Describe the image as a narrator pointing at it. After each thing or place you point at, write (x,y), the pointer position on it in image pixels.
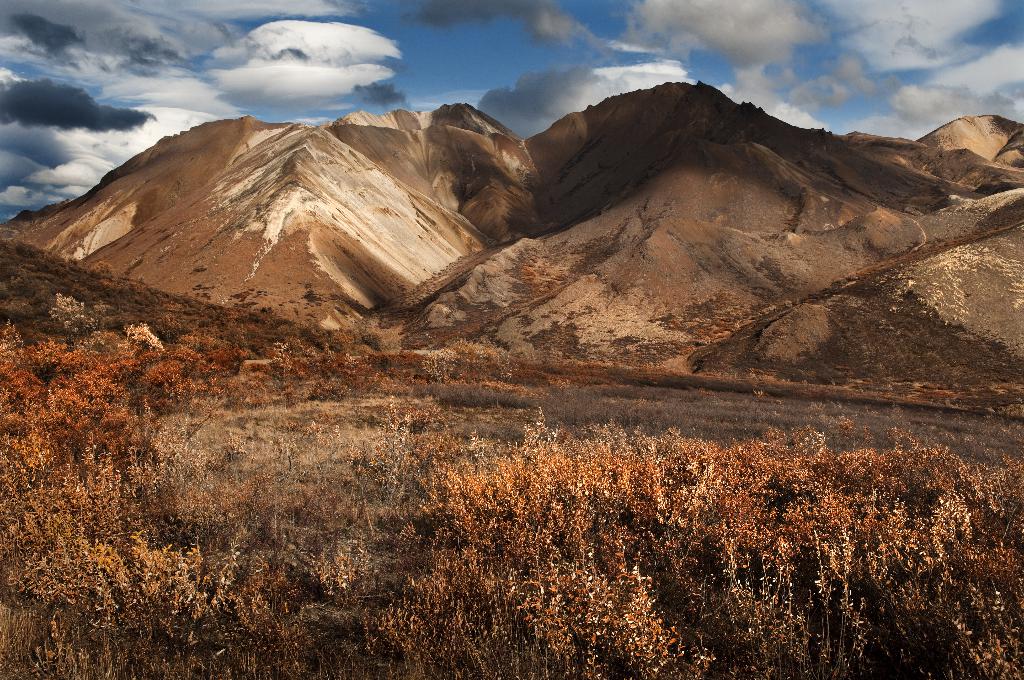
In this image I can see few trees (588,528) which are cream, brown and orange in color on the ground (236,454) and in the background (338,250) I can see few mountains (491,152) which are black, brown and cream in color and the sky (432,38).
